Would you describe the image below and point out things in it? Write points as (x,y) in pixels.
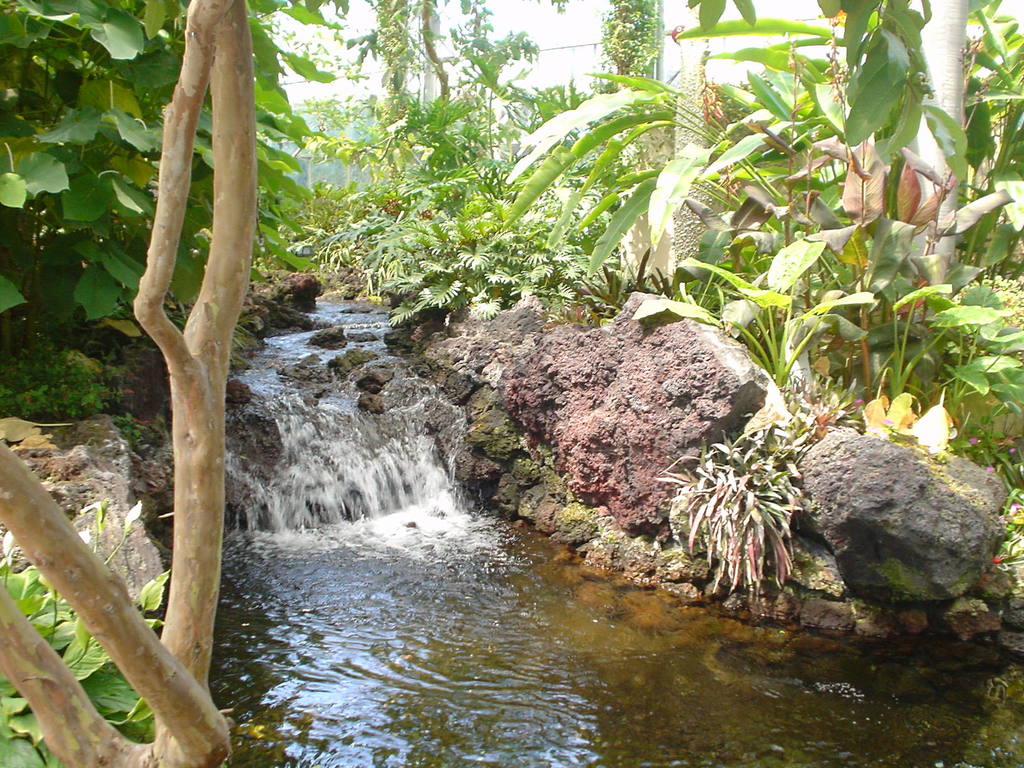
In this picture, we can see water (432,529), plants (90,137), trees (185,404) and stones (676,521).
